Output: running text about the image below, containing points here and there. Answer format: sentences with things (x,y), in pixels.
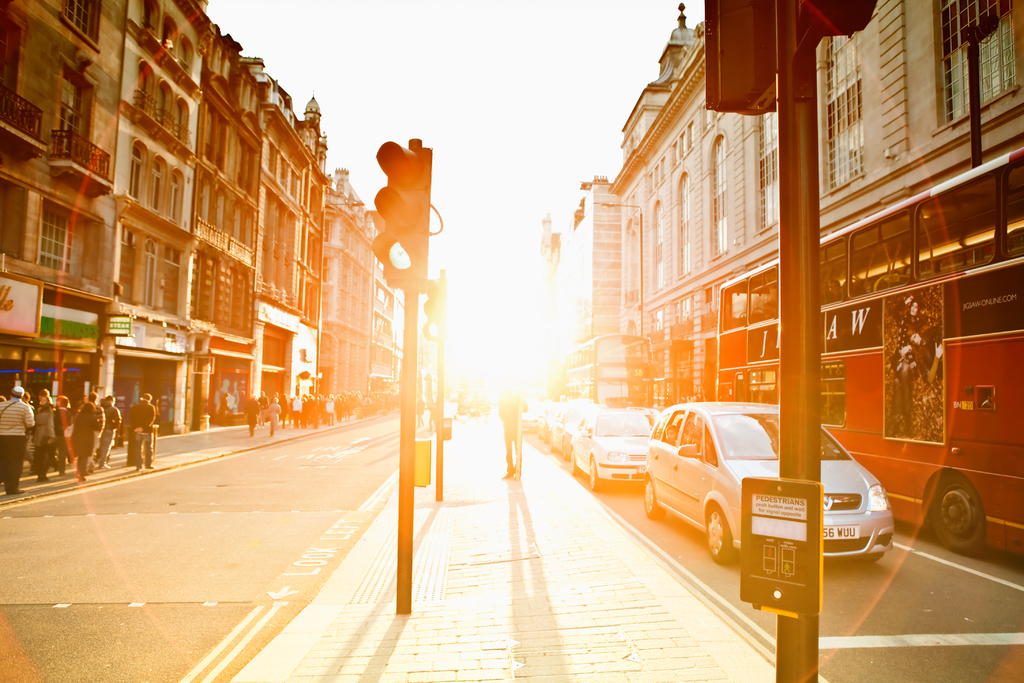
In this picture there are vehicles (732,419) on the road (969,672) and there are group of people (108,453) walking on the footpath (521,650) and there are traffic light poles (410,315) on the footpath (589,499) and there are buildings (338,320) and there are boards (41,325) on the buildings (178,317) and there is text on the boards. At the top (567,52) there is sky (543,47). At the bottom (123,565) there is a road (112,574).
